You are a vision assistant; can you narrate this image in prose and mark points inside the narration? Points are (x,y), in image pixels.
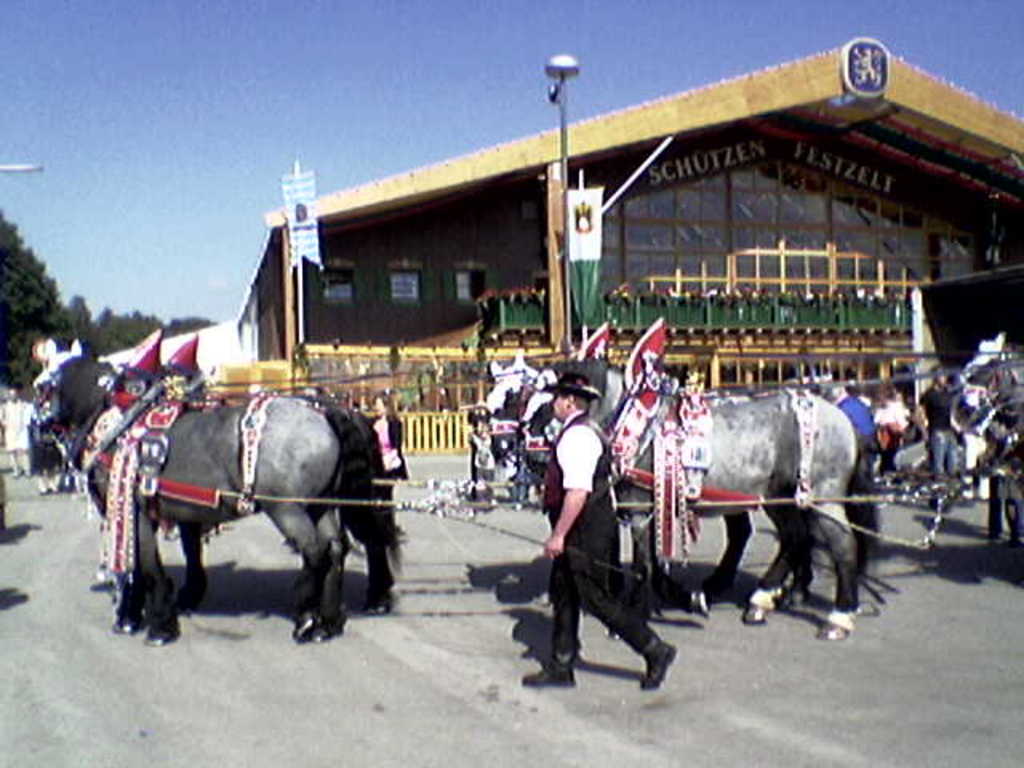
In this image we can see the animals (1008,418). We can also see the house (605,177) for shelter. Image also consists of banners (307,228), trees (15,280), poles (300,274), barrier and also the people (565,437). In the background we can see the sky (655,21) and at the bottom (519,636) we can see the road (727,687).
